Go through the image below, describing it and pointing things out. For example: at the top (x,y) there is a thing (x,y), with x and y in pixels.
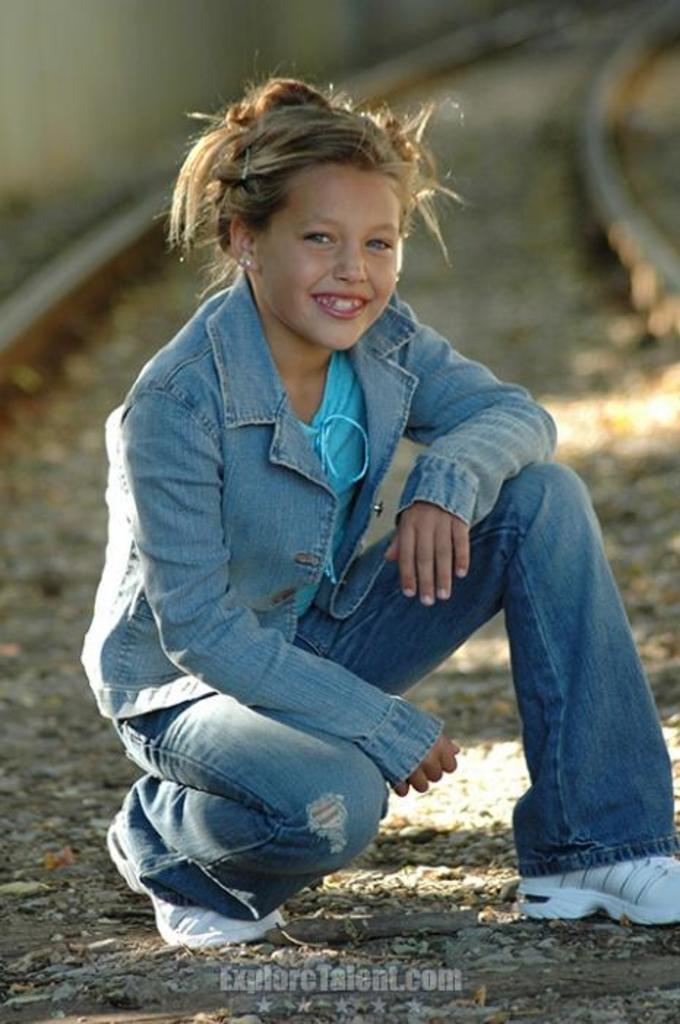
In the middle of the image (334,548) we can see a girl (301,317) and she is smiling, behind her we can see train track (414,64), at the bottom of the image (321,993) we can find some text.
